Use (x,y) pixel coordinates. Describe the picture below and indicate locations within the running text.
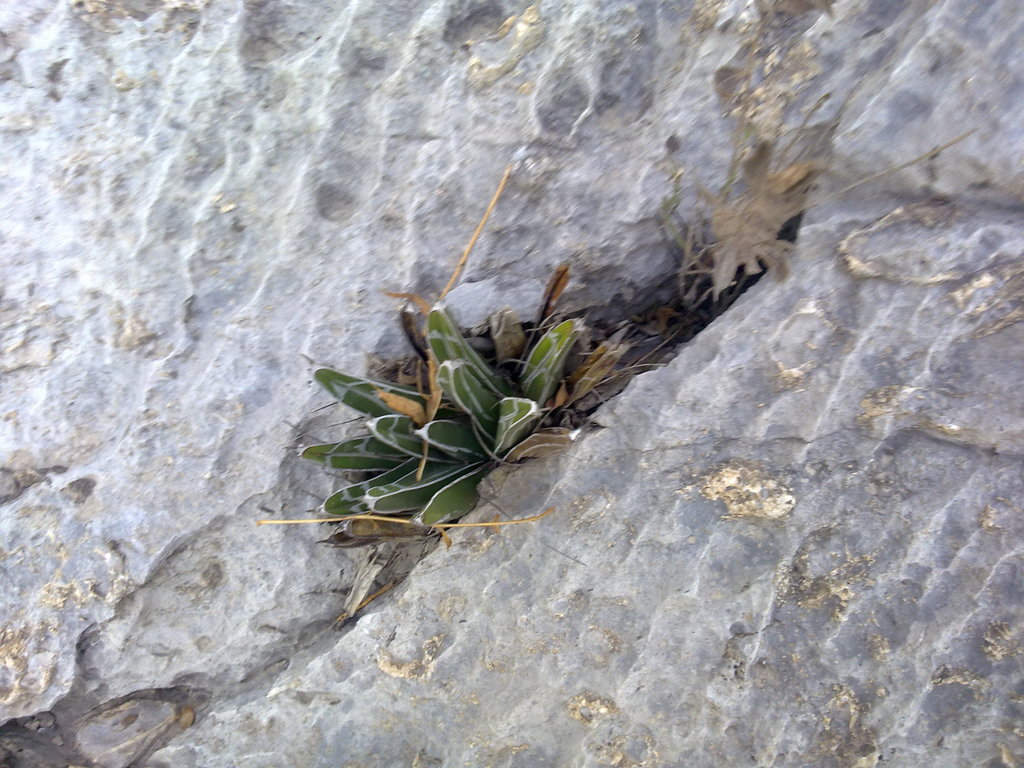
In the image there is a plant (467,458) in the middle of rock (789,635).
